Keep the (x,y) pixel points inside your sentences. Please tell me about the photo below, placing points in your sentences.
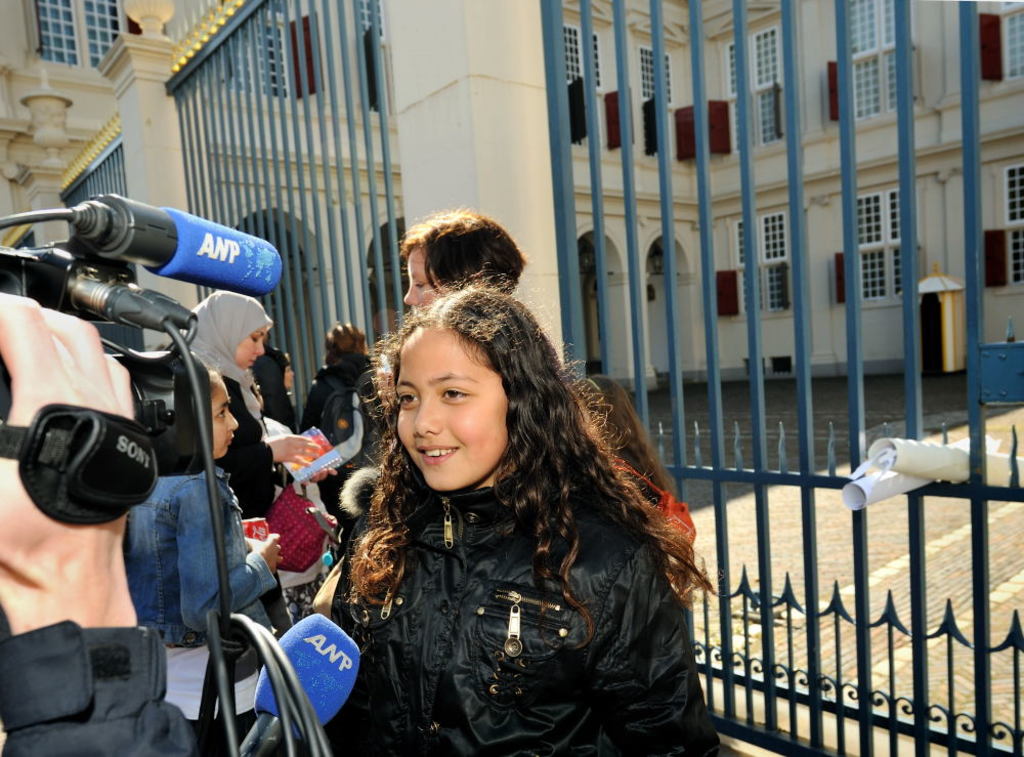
In this image I can see there are few persons (243,336) visible In front of the gate (379,249) and I can see the building (766,100) in the middle (586,292) and I can see a camera man (63,527) holding a camera (126,258) with his hand (100,381) on the left side (10,437) I can see a mike (299,654) visible at the bottom (322,616).
